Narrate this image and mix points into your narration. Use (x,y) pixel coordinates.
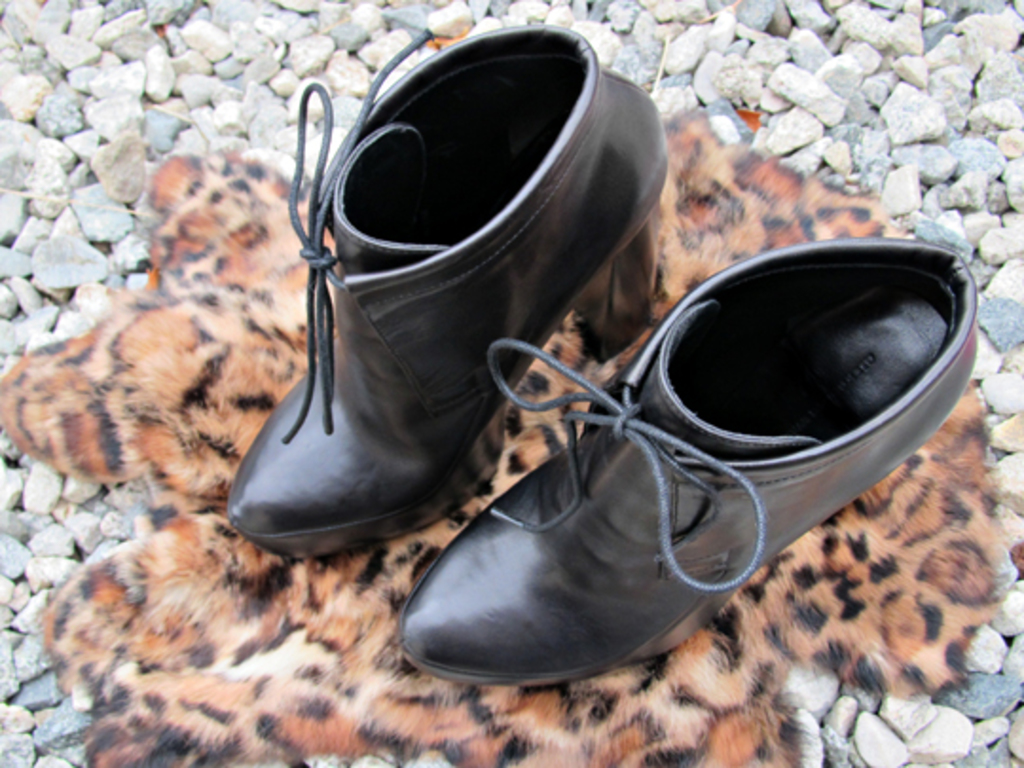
In this picture there are shoes (462,357). At the bottom (957,554) there is leopard print fur (214,359) on the stones (31,462).
